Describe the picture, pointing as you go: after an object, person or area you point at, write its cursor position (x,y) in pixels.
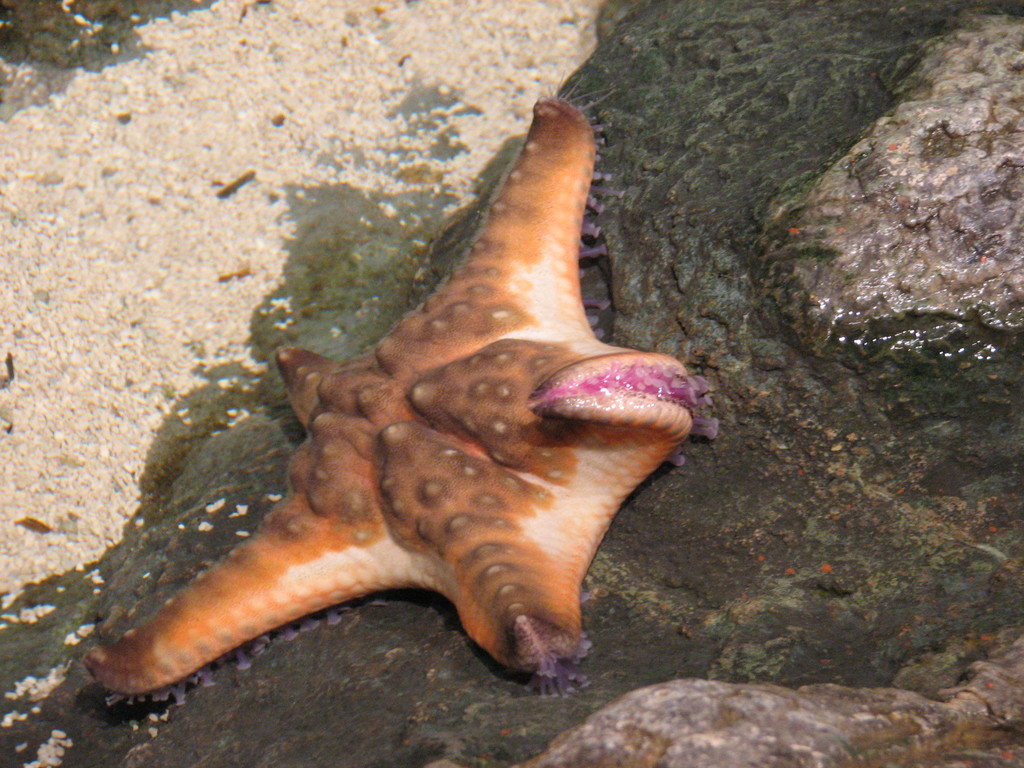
In this image I see the ground (641,93) on which there is a starfish (457,332) over here which is of brown, cream and pink in color.
